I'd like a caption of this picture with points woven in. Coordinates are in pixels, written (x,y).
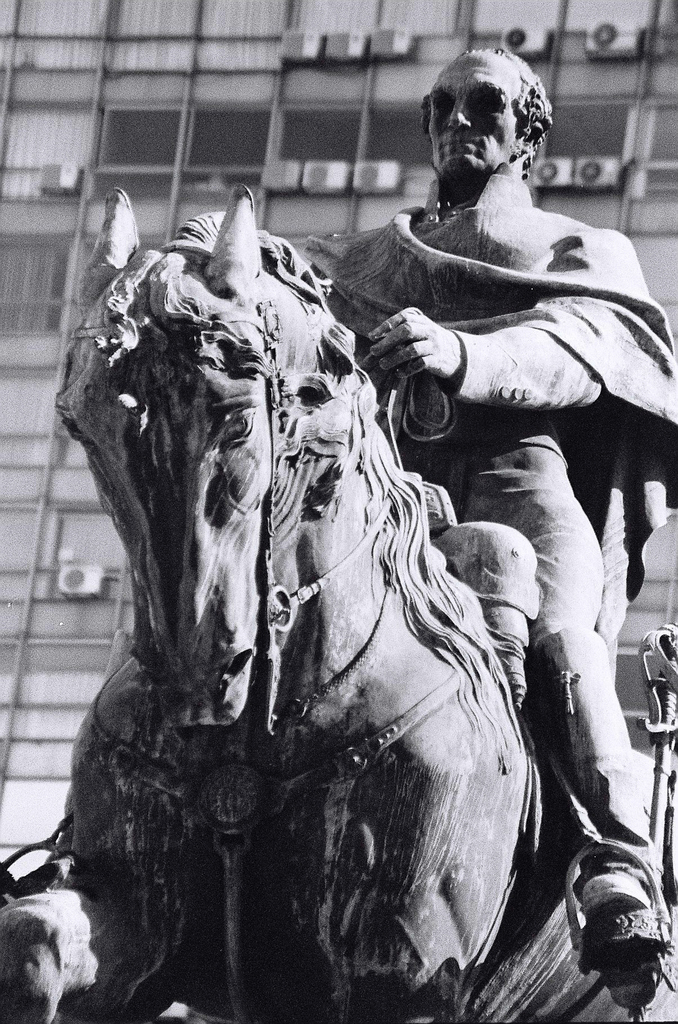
In this picture there is man (624,372) who is sitting on the horse (297,771) this is a statue (324,260), there is a building (88,101) behind the man (571,295).
